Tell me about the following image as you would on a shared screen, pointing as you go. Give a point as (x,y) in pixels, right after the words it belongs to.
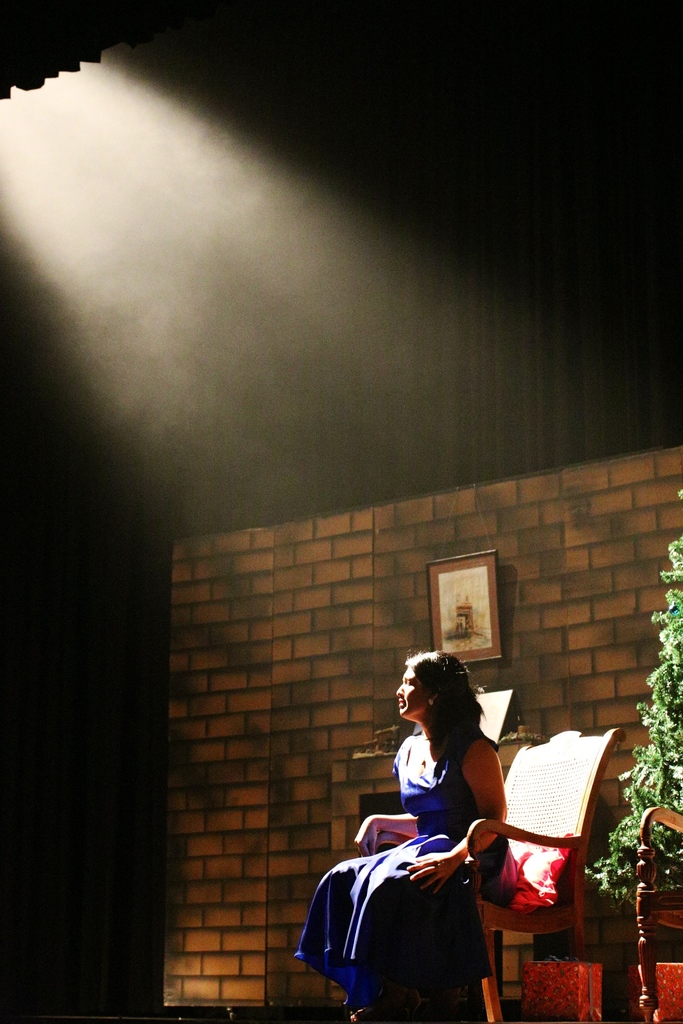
In this picture, we see women (406,857) in blue dress (393,898) is sitting on chair (557,913). Behind her, we see a wall (547,597) with red bricks (502,617) on which a photo frame (467,612) is placed and beside her, we see plant (652,802) and this picture is taken in dark.
